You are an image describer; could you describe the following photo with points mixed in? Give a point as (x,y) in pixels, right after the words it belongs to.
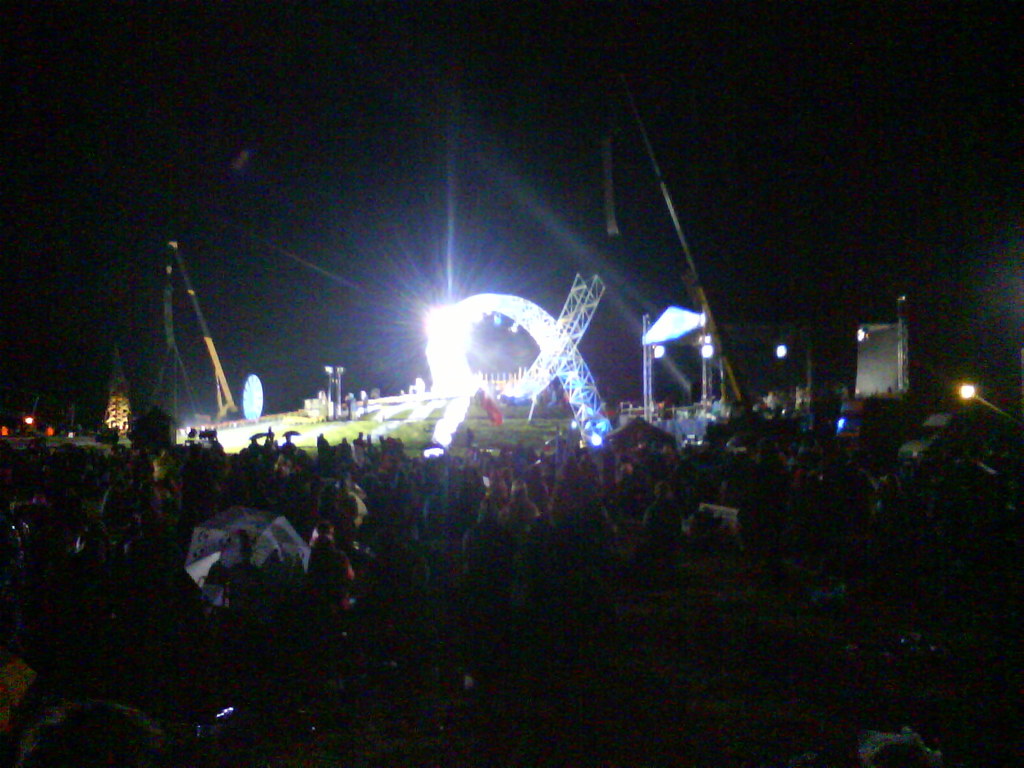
In this image I can see people (579,554), umbrella (210,555), lights (471,349), poles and objects (352,409).
